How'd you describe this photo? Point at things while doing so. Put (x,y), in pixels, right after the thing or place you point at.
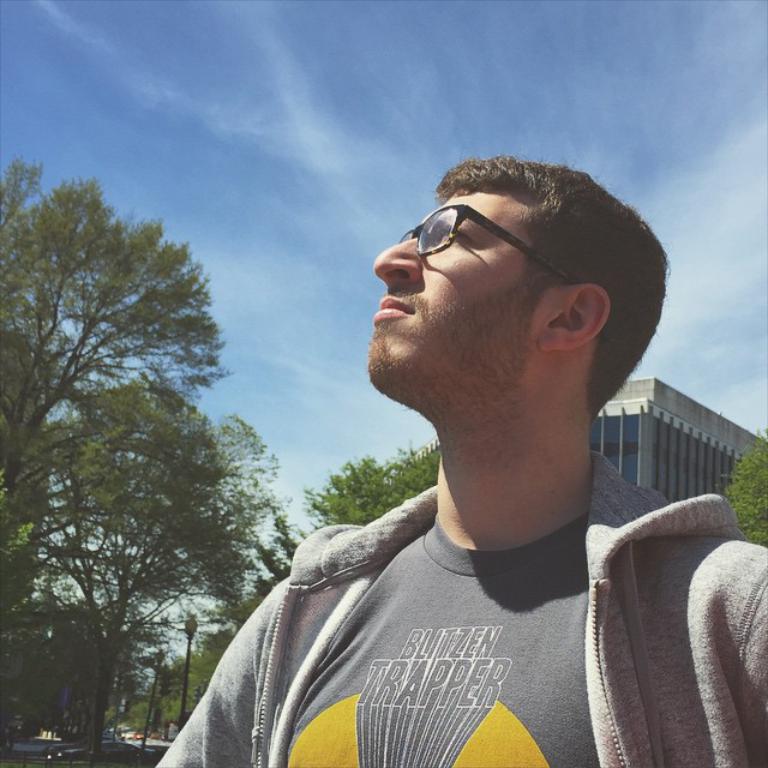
In this image in the foreground (503,452) there is one man (459,750) who is wearing spectacles (440,214), and in the background (686,403) there are houses (667,391) and trees (105,254). At the top (259,150) there is sky (627,181).
